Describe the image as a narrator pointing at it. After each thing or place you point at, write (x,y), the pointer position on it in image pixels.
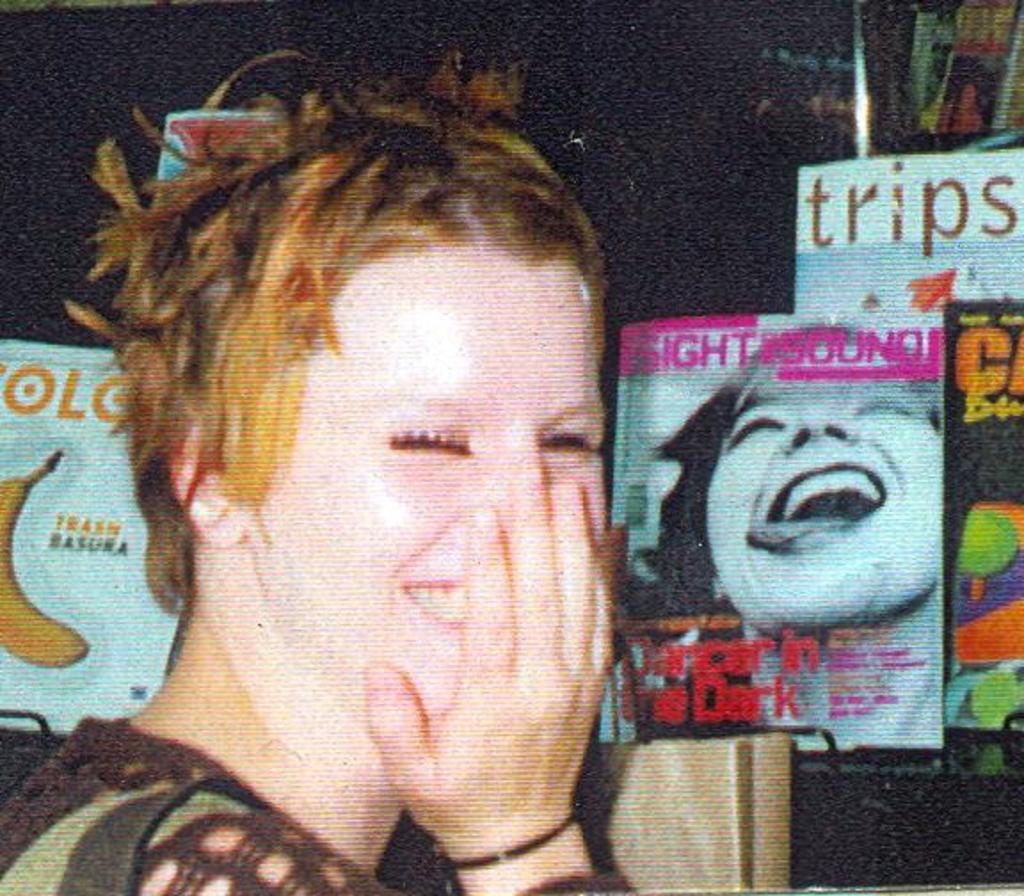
This picture might be a screen (803,812) on the monitor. In this image, on the left side (327,617), we can see a woman (346,592). In the background (794,412), we can see some books (846,612) and a hand bag (726,791).
